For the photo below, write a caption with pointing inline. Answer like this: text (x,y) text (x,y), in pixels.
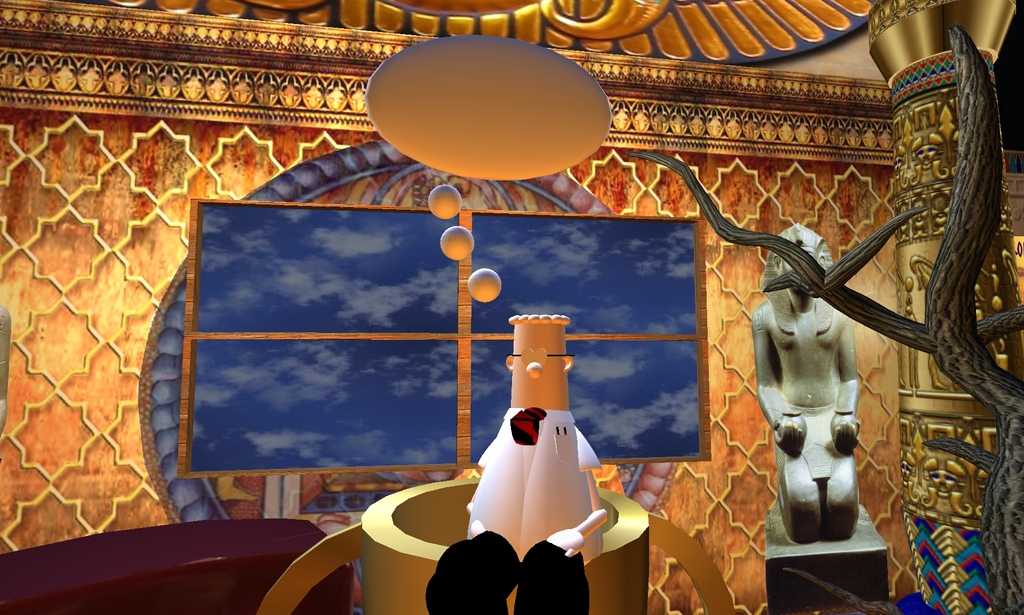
In this image I can see a cartoon picture (546,412) in the middle of the image (539,398). I can see a statue (847,516). I can see a tree (897,221). In the background (748,561) I can see a wall (701,482). I can see a window (644,336).
